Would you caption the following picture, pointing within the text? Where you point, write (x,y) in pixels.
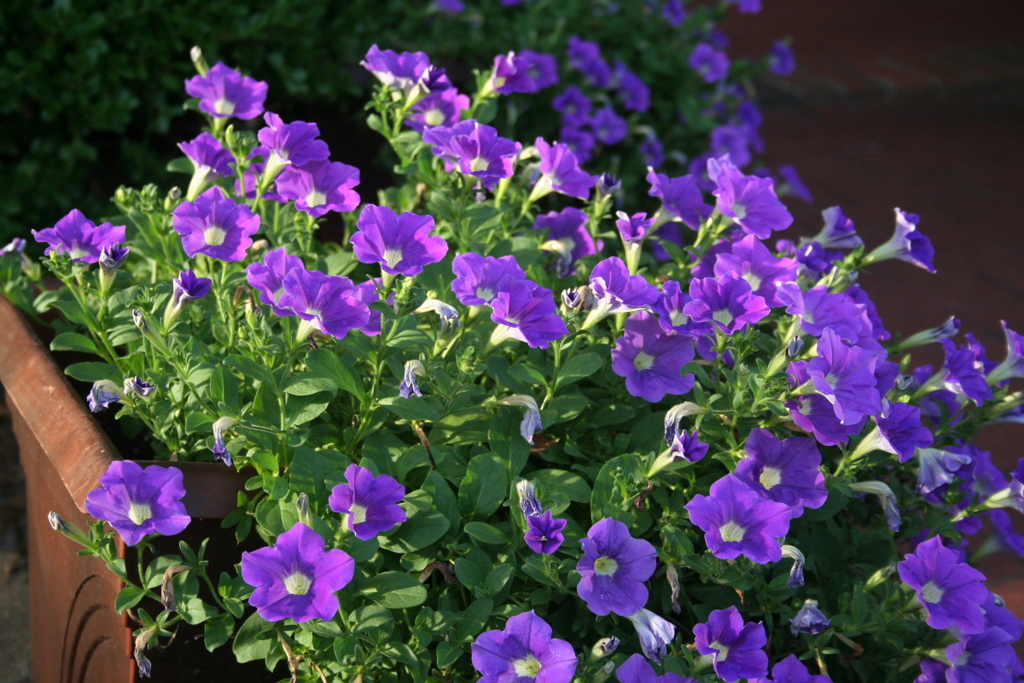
In this image we can see some purple color flowers (519,400), flower pots (56,408), and some plants (326,72).
